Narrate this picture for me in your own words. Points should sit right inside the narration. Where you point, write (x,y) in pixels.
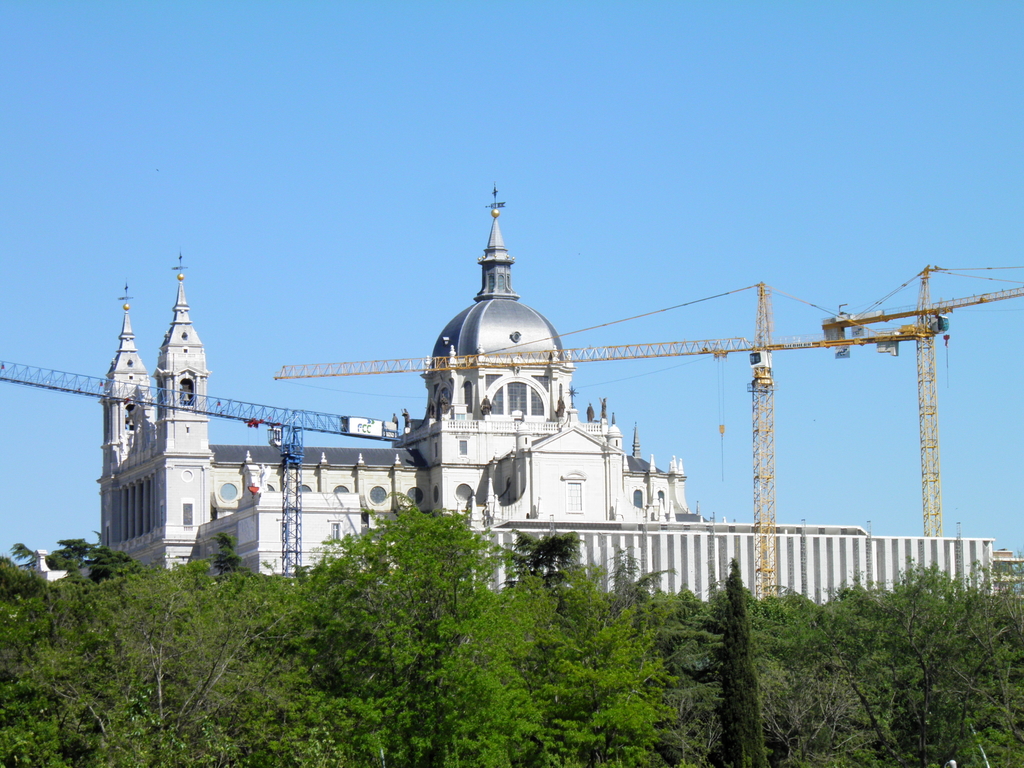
In this image we can see buildings (407,474), construction cranes (764,570), sky (563,311) and trees (368,663).
